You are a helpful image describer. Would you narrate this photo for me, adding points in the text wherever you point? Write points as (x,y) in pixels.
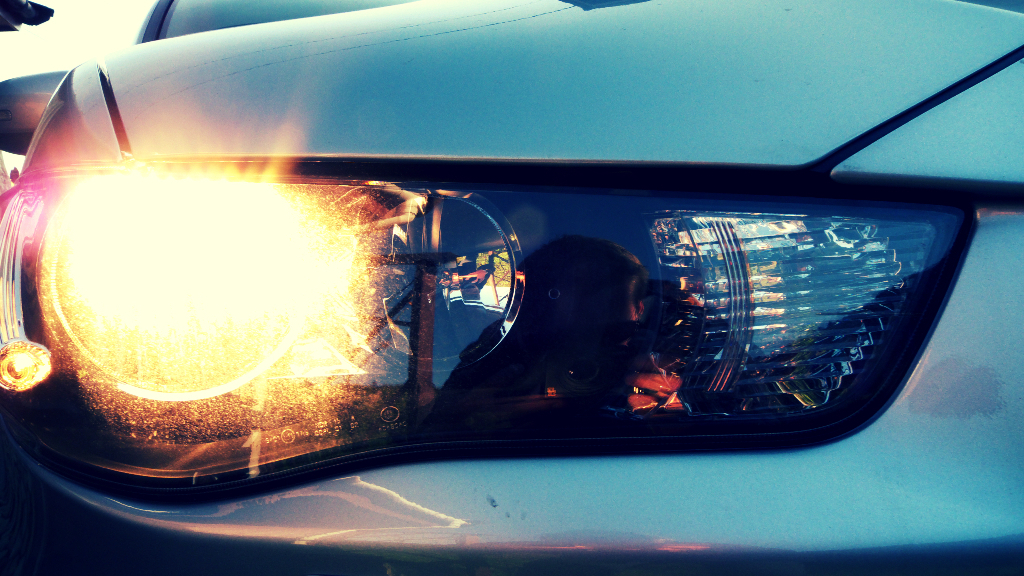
In this image there is a headlight (314,307) of a car (323,329).
